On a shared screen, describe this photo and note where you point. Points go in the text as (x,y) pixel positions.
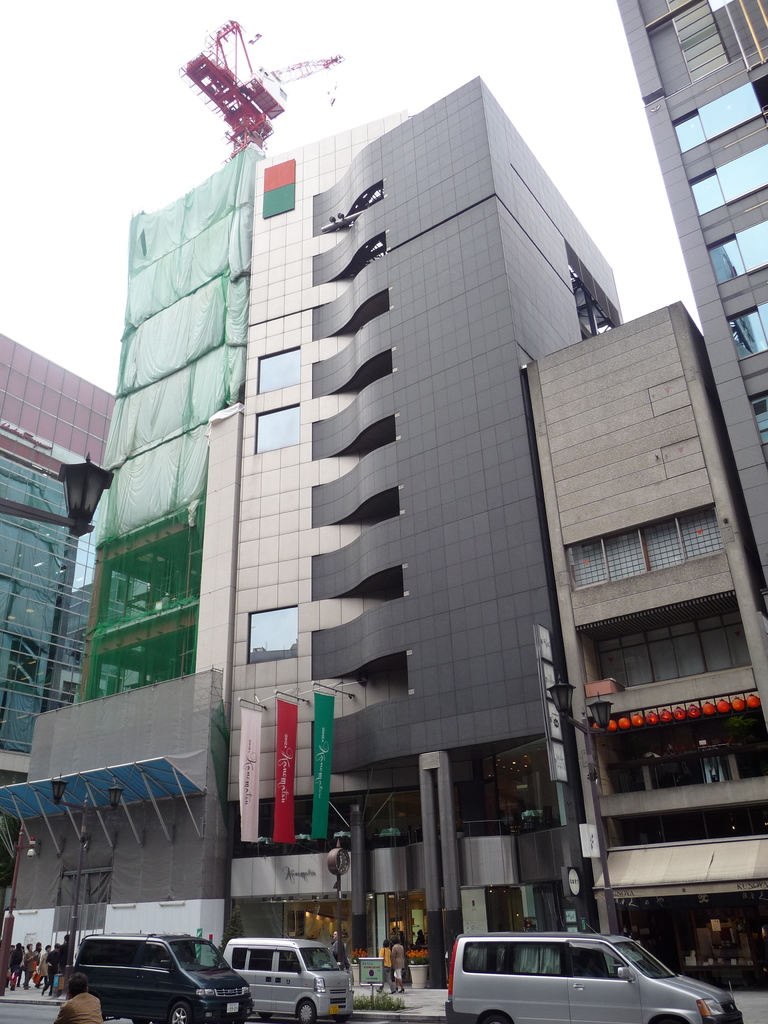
In this picture, there are buildings (602,580) in the center (390,624). At the bottom (312,954), there are vehicles (506,996) which are in different colors. In between the vehicles (468,999), there are people (399,944). Towards the bottom left (79,989), there are some more people (62,947). At the top (401,38), there is a sky (361,35).
